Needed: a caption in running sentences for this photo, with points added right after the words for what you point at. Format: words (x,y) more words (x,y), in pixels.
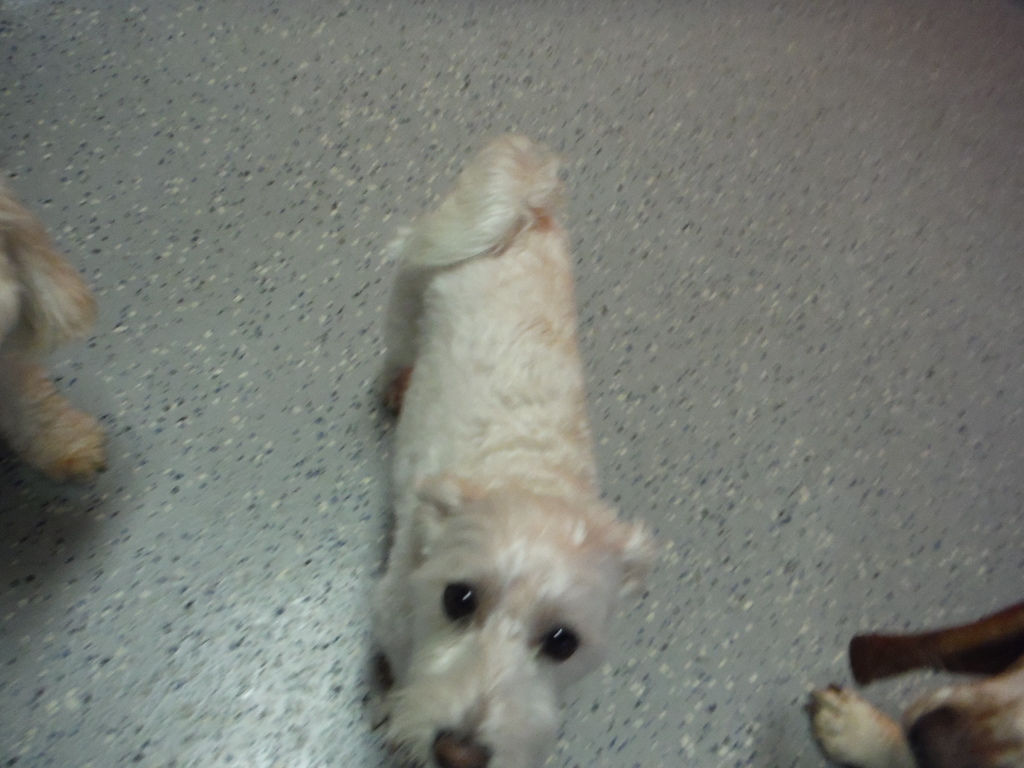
In the image we can see three dogs (424,611) of different colors, on the floor (733,574).
